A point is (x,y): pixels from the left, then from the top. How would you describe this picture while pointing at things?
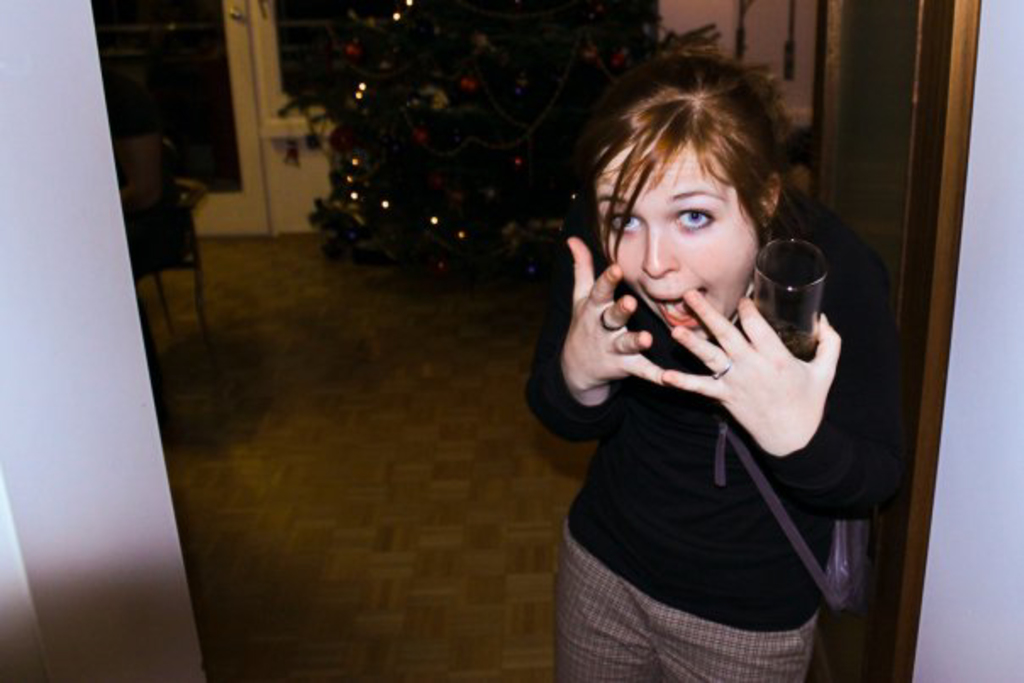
In this image I can see the person (648,303) standing and holding the glass (787,321). In the background (505,206) I can see the plant (542,78), few lights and few glass doors (265,69).
